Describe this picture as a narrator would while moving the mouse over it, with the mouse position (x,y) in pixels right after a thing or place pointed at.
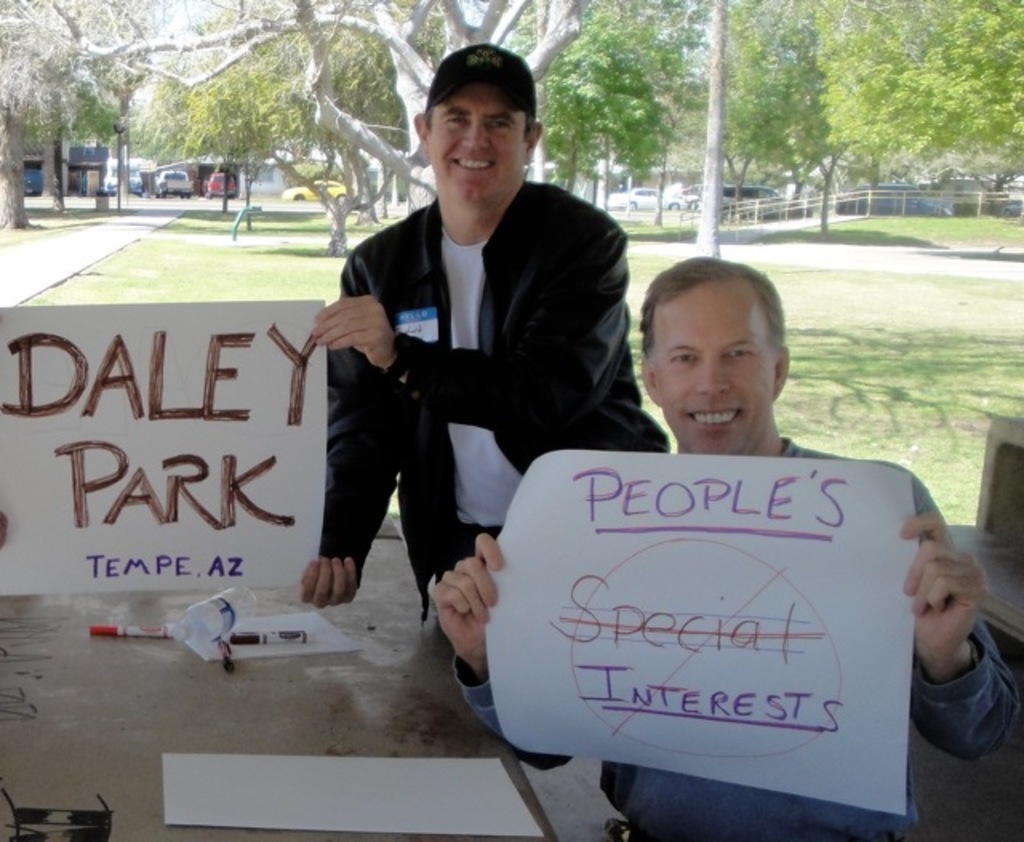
In this image we can see one person (474,395) standing and holding a chart (195,506). There is one bench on the ground (108,218), one bridge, one person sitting and holding a chart (599,628). There are so many trees (56,186), some text (584,619) on the charts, grass (167,263) on the surface (158,251), two roads (123,239), some vehicles (919,188) are parked, some small houses (255,182), one pole (118,176), some objects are on the table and some objects (106,201) are on the surface (1005,322).
